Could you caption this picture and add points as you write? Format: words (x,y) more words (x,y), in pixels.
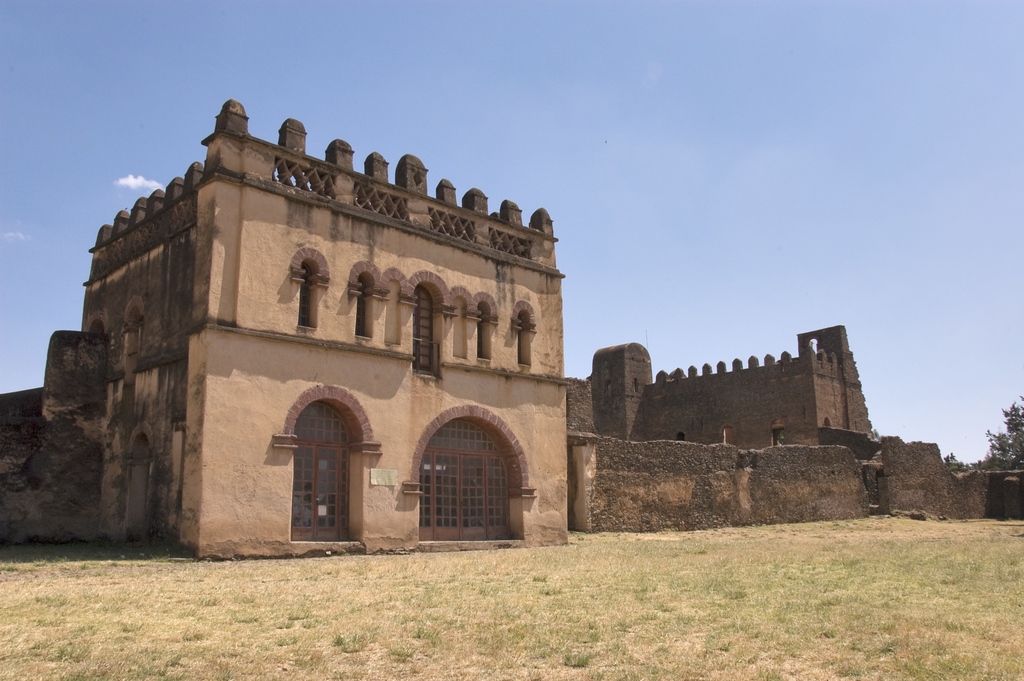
In the center of the image (675,398), we can see forts (498,415) and in the background (1008,457), there are trees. At the bottom (489,617), there is ground (586,561) and at the top (433,110), there is sky (449,92).
